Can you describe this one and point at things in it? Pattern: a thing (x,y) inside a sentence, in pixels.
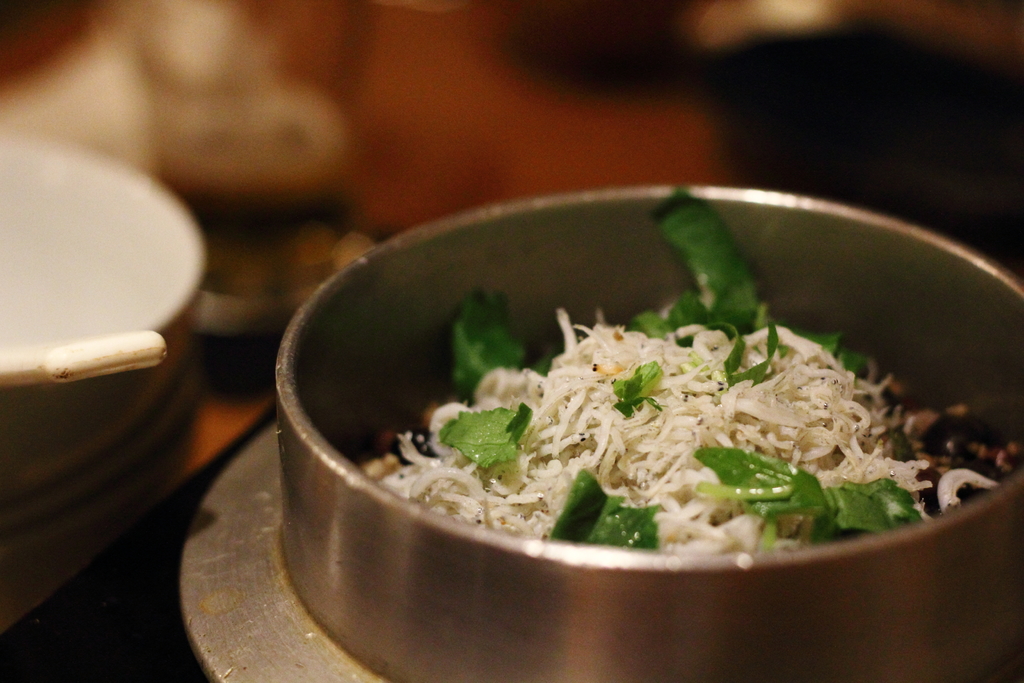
We can see container (243,584) with food (469,315). Background (790,10) it is blur.
